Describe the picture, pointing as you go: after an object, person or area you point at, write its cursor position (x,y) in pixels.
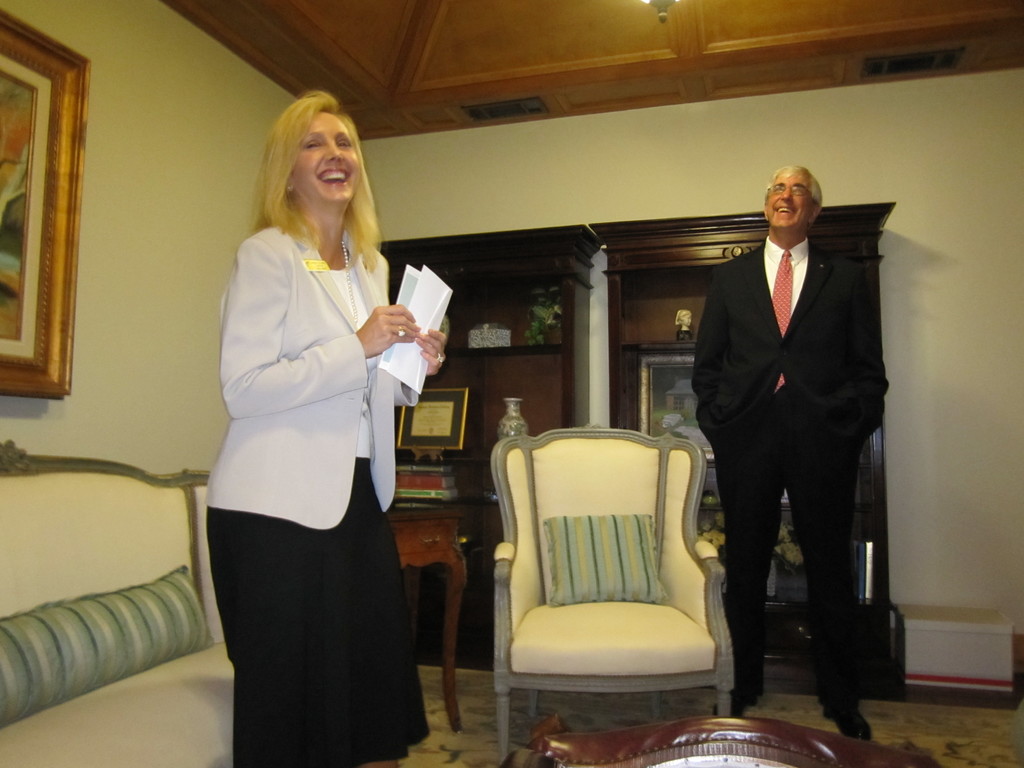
There are two members (312,383) in the room (818,452) standing. One is a man (744,408) and the other is a woman (329,422). There are some chairs (566,635) and the table (762,742) here. In the background (540,368) there is a cupboard (534,274) and wall (624,157) here.
